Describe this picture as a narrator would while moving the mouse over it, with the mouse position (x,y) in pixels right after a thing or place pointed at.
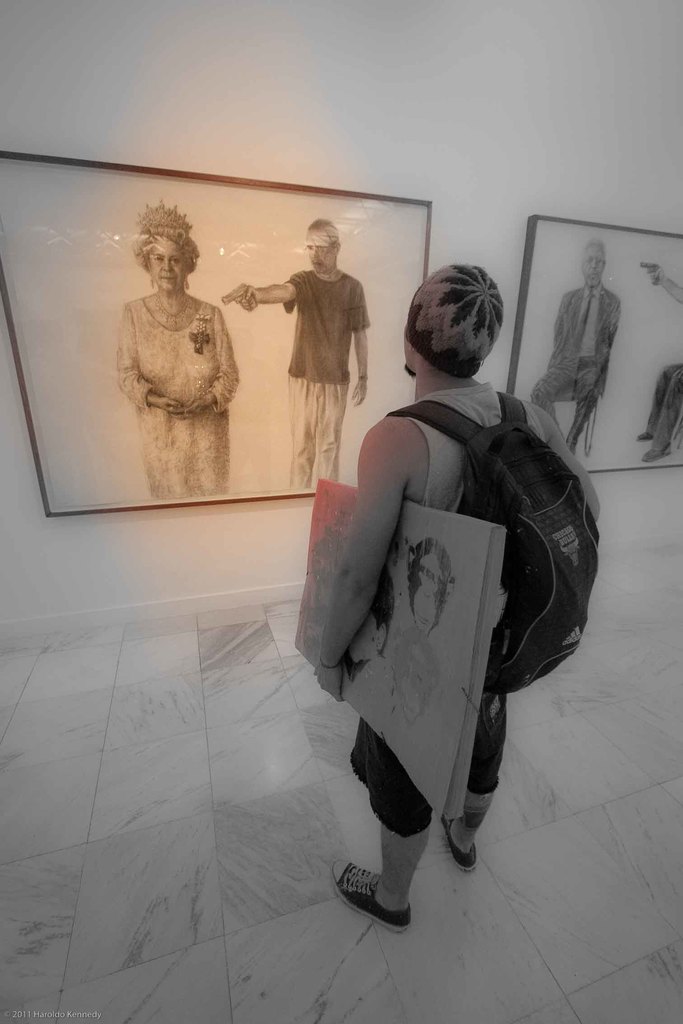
In this image I can see a person (471,469) wearing a backpack (500,588), holding a photo frame (411,621) and standing in front of wall (309,151), there are two photo frames (162,288) attached to the wall (678,215), on which I can see painting (58,376).
